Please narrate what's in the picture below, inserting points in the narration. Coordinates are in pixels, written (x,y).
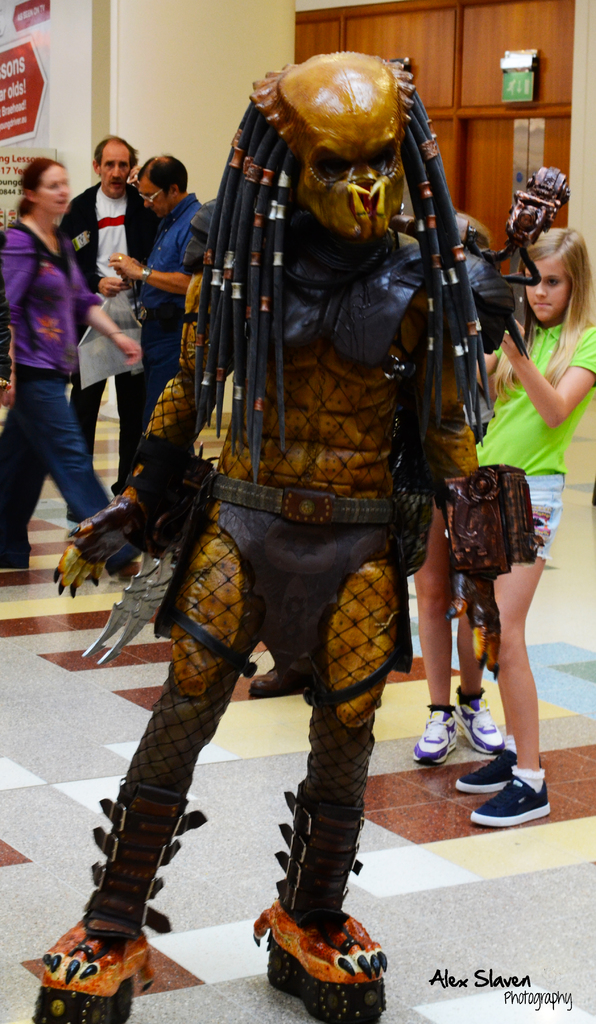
In this image we can see a person (313,603) in a costume (313,603) which resembles a creature (273,644). There are few people (144,281) in the image. There is an advertising board (33,113) at the left side of the image (31,112).
